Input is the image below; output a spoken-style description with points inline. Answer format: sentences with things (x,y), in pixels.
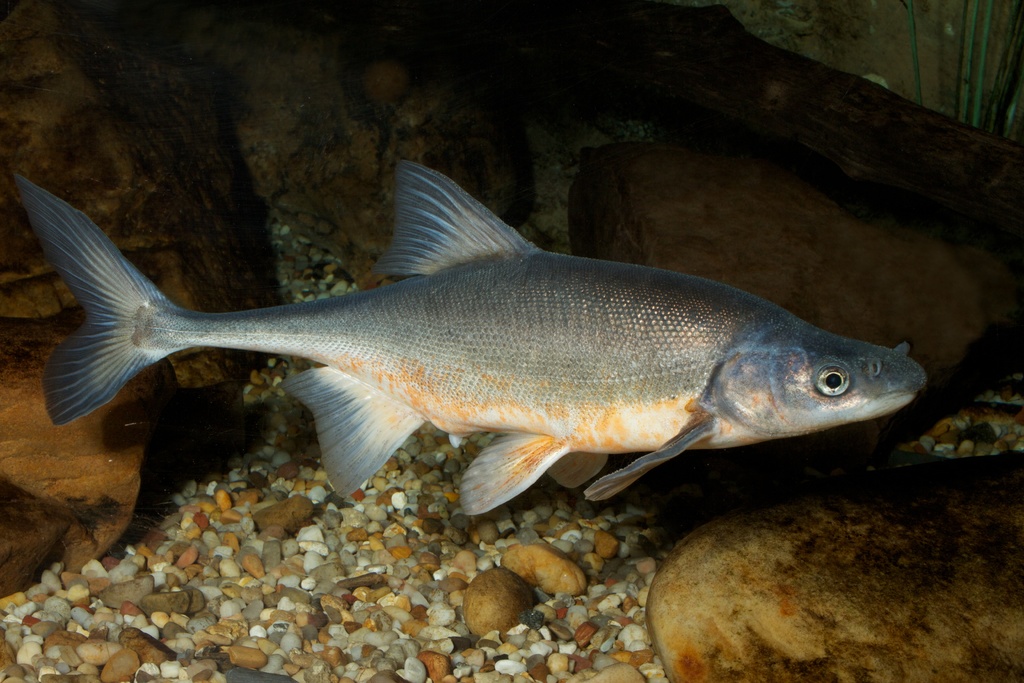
In this image I can see a fish (552,359) which is grey, cream, orange and black in color is in the water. I can see few stones (374,544) and few rocks (235,278) which are cream, brown and orange in color.
